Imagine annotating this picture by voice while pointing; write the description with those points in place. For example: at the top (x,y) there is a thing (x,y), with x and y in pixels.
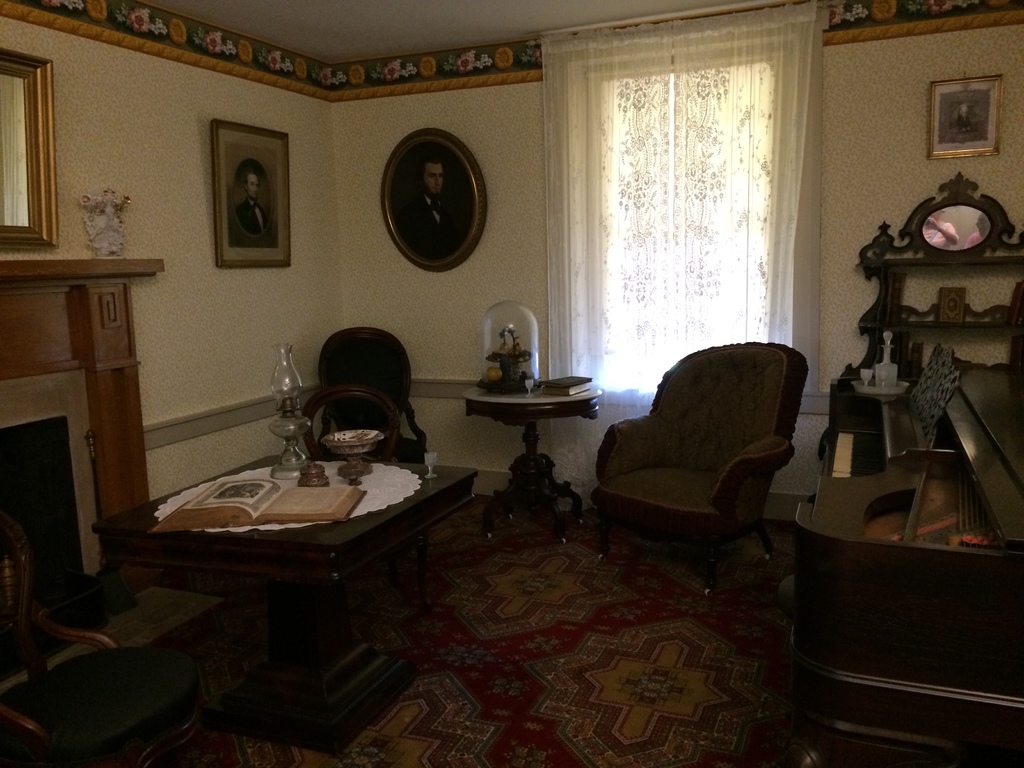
This picture is taken inside a room (1016,184) where I can see the table (391,546) on which I can see book (306,506) and few more objects (341,468) are placed, I can see chairs (331,456), few more objects (919,492) on the right side of the image (841,645), I can see fireplace (27,466), photo frames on the wall (207,222) on the left side of the image (15,476) and I can see curtains (719,290) in the background of the image (651,167).
